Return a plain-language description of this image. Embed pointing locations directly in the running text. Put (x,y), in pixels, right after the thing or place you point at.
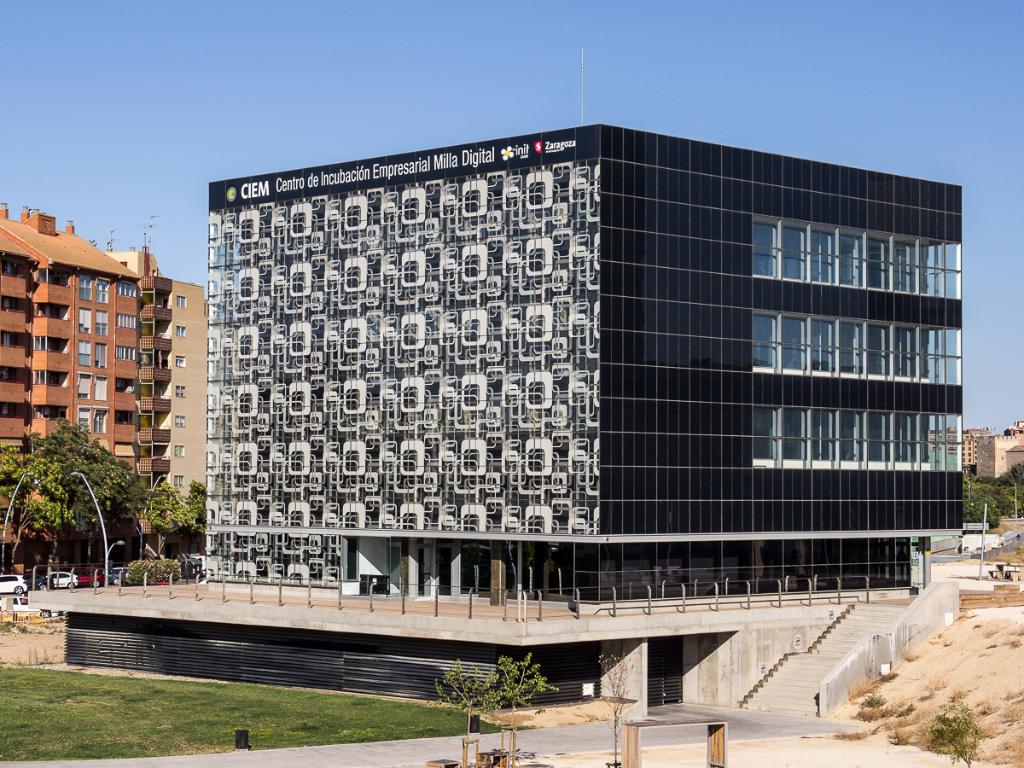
In this image there are buildings (99,434) and trees (66,502). On the left (16,592) we can see cars (61,579). At the bottom (293,717) there is grass (331,741). On the right (807,712) there are stairs (762,702). In the background (798,65) there is sky (671,21).
